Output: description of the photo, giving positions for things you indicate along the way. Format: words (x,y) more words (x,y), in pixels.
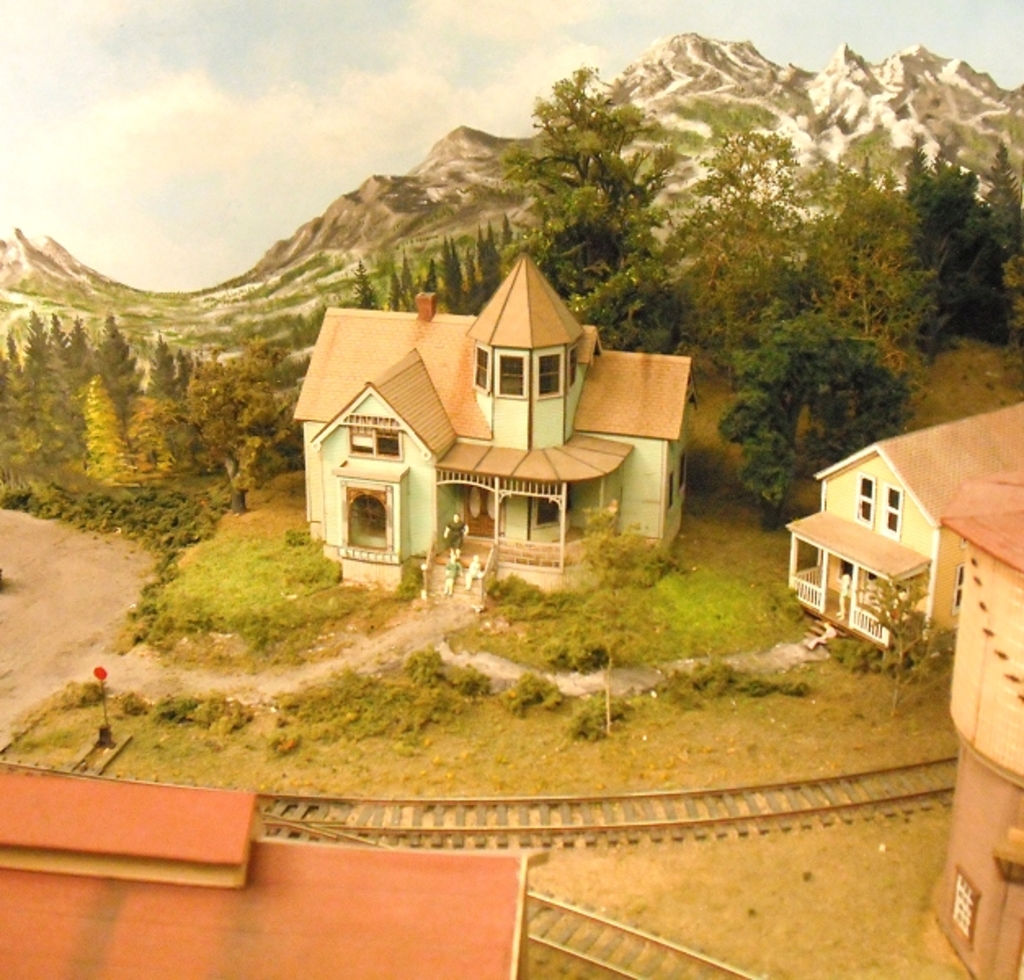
In this picture we can see few houses (439,923), tracks (713,793), trees (688,232) and hills (713,115), and we can see few people (456,574) in front of the house (443,539).
